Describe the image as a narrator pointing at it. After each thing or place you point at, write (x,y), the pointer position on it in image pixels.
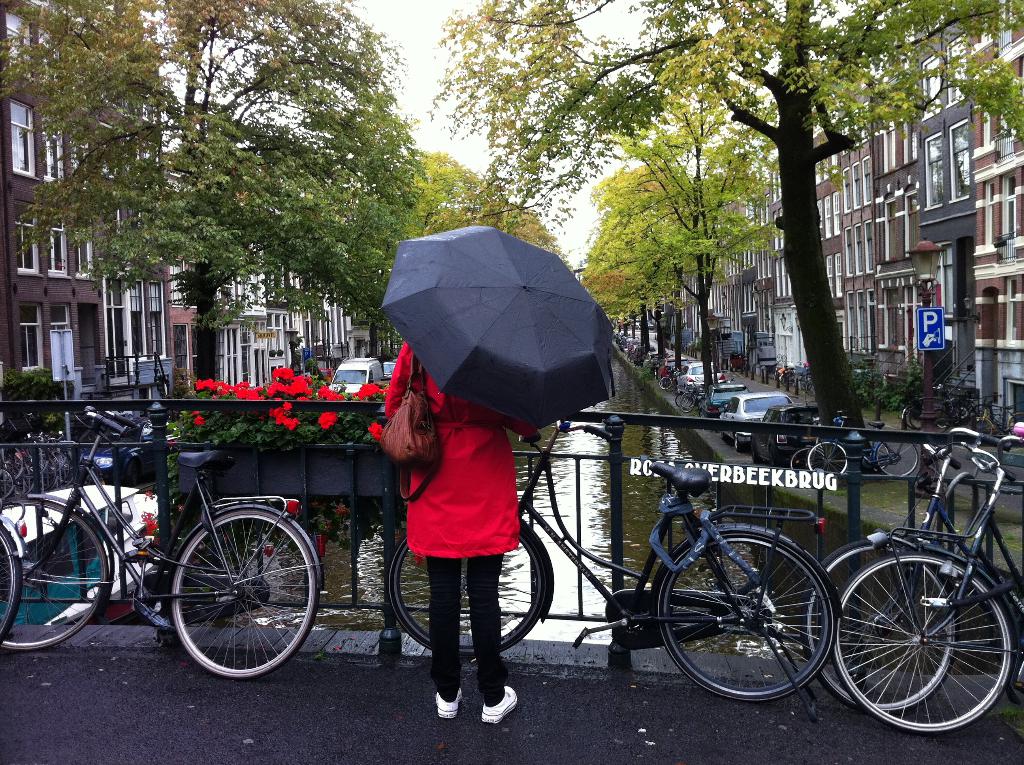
In this image we can see this person (457,535) wearing a red color jacket (448,484), bag (418,452) and white color shoes (490,707) is holding an umbrella (535,317). Here we can see these bicycle (982,572) are parked on the bridge (594,692), here we can see the water (652,578), vehicles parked here, we can see flowers (370,394), plants (342,430), boards (733,468), houses (947,335), trees (241,191) and the sky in the background (542,189).
